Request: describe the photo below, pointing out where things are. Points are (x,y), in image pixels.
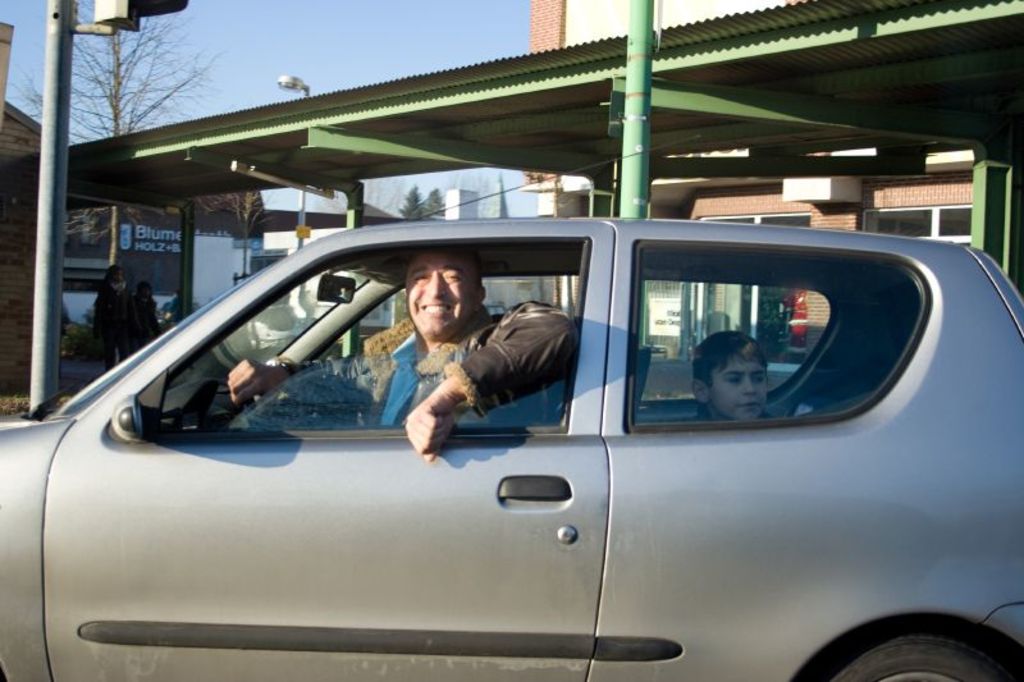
There is a man (408,391) sitting in the driving seat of a car (477,459) and behind there is a boy (732,392), sitting in the seat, seeing from the window (835,359). The man (455,341) is smiling. In the background (37,315) there are some poles (633,141), buildings (557,26), trees (149,85) and a sky (304,39) here.
